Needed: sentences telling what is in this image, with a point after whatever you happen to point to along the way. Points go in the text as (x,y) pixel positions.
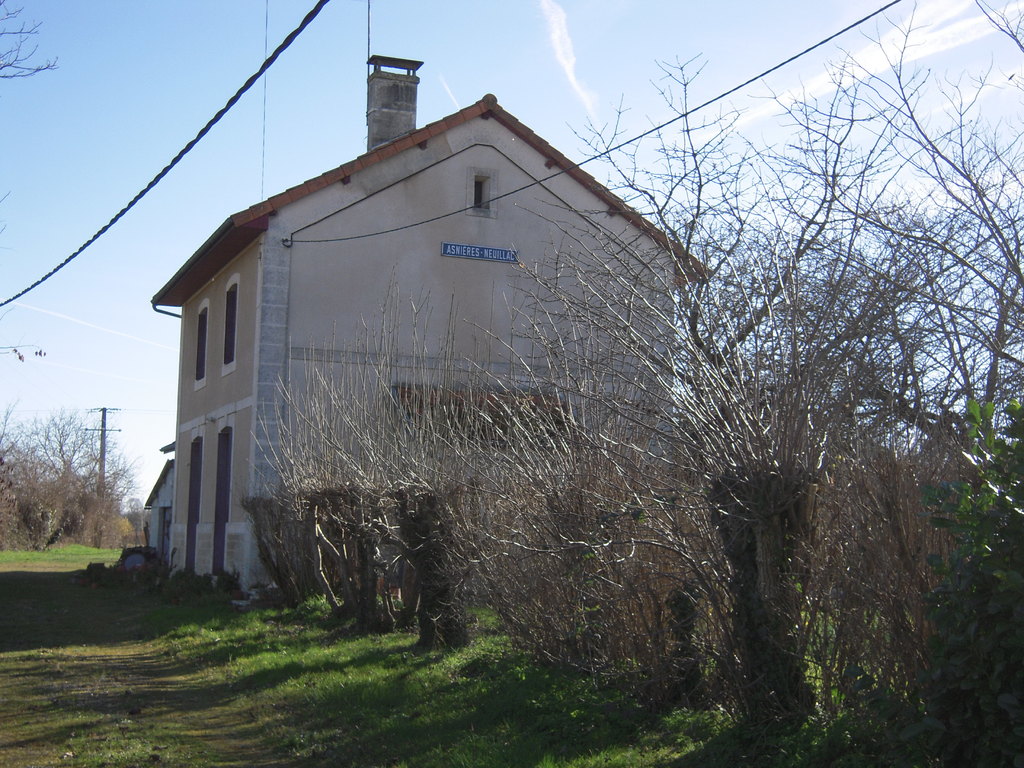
In this image there is a building (348,307) in the middle (347,257). Beside the building (391,266) there are dry trees (561,504). At the top (564,52) there is the sky (573,55). On the left side (103,468) there is an electric pole (101,427) in the background (103,455). At the bottom (133,697) there is ground (244,691) on which there is grass (323,660).
